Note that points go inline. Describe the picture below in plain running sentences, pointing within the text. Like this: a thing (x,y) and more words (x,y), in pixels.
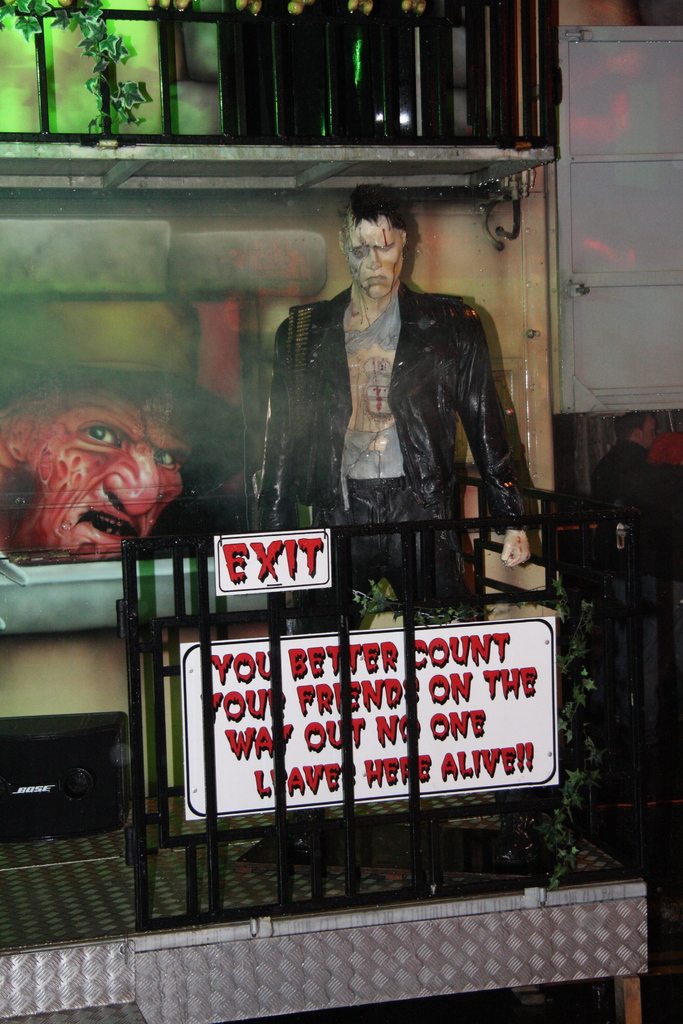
At the bottom of this image (343,989) there is a metal stand (305,1001) on which a railing (342,617) and a statue of a person (348,488) are placed. To the railing (275,696) a board (524,728) is attached. On the board (293,755), I can see some text (336,698). In the background (211,451) there are few paintings (140,268). At the top of the image (39,92) there is another railing (42,83). On the right side (593,309) there is a white color board (593,194).
